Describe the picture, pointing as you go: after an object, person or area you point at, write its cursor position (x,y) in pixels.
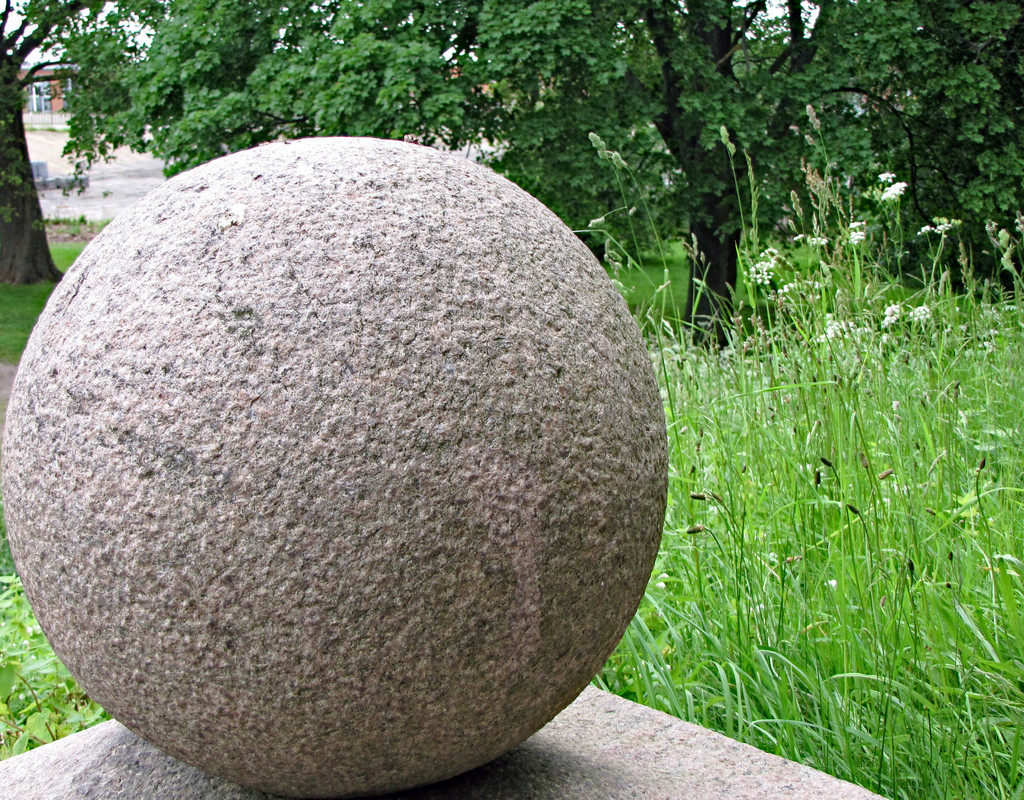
In this picture we can see a round object (396,666) on an object (670,735). We can see some grass (753,537), trees (696,99) and a building (66,68) in the background (433,99).
